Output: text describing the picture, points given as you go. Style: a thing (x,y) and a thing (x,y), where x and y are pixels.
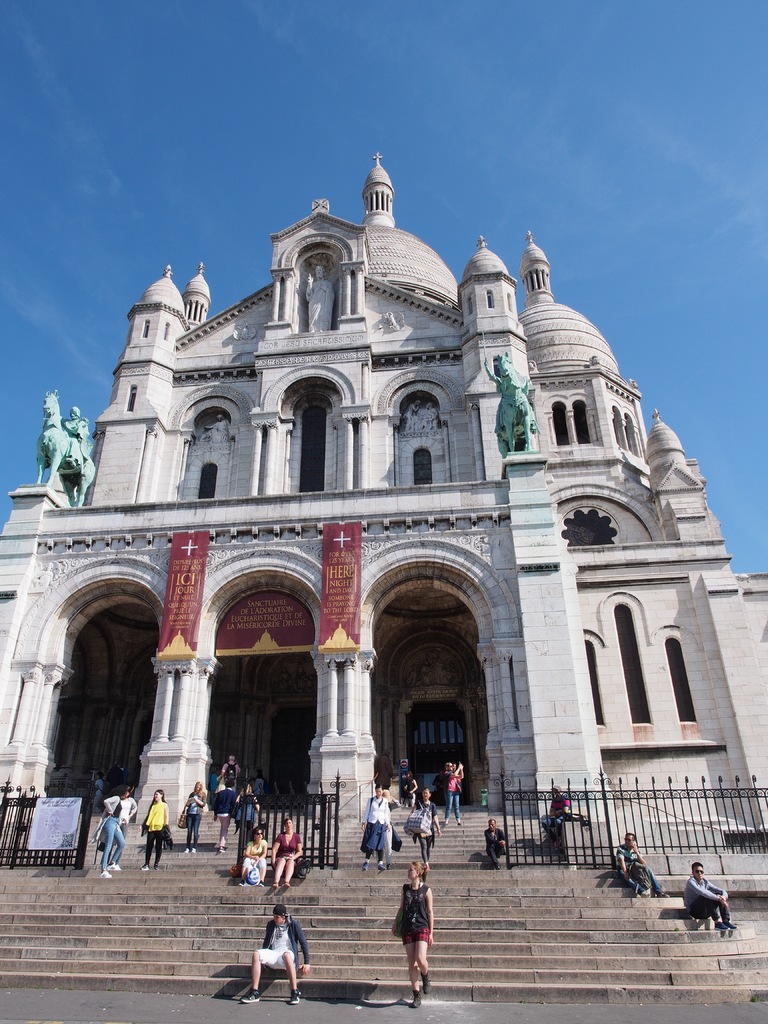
This is the picture of a building (93,516) to which there are some statues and some people (263,839) sitting on the staircase (649,942) in front of the building (733,771) and there is some fencing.
